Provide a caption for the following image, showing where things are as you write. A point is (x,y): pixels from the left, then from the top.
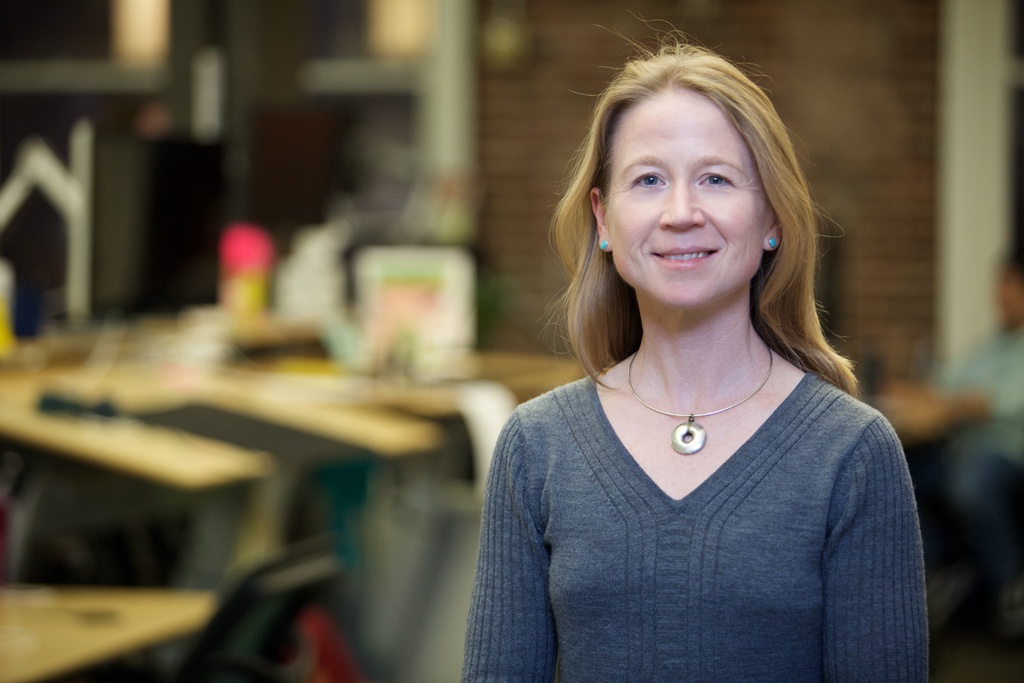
In the image we can see a woman (646,598) wearing clothes (667,519), neck chain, ear studs (776,244) and the woman (692,240) is smiling. The background (304,392) is blurred.
